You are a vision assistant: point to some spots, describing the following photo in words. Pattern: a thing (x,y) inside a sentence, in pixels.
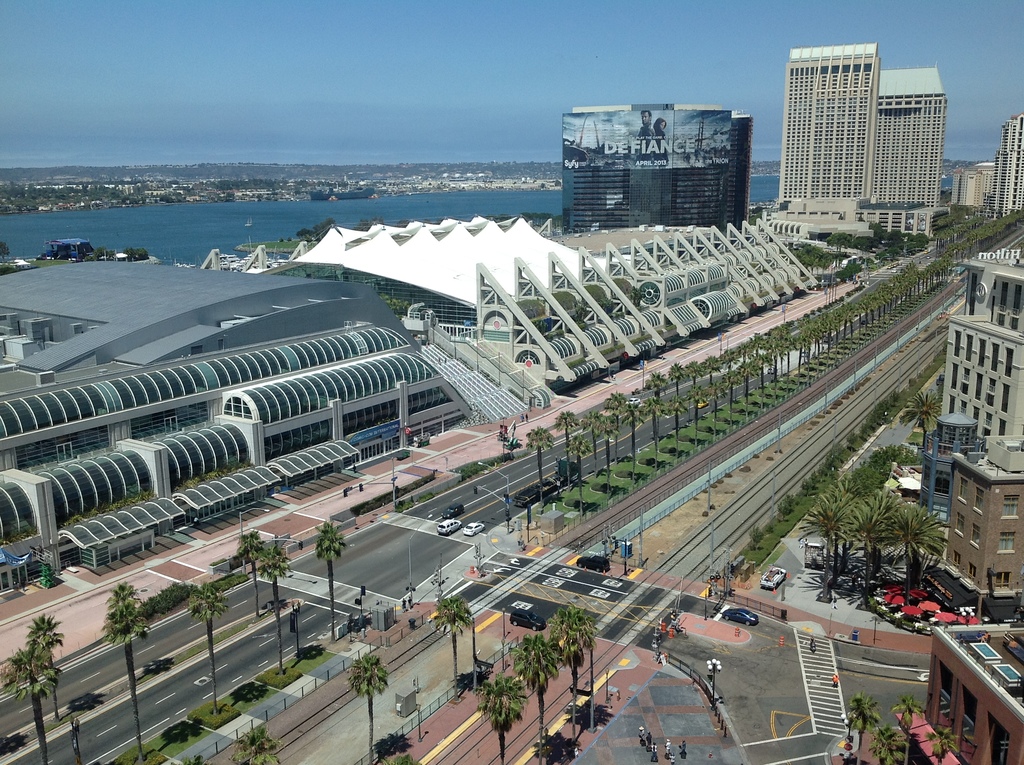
In this image we can see a few buildings (573,337), few trees (319,555), grass (196,731), few vehicles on the road (656,595), few people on the pavements (258,505), water (258,224) and the sky (494,18).
